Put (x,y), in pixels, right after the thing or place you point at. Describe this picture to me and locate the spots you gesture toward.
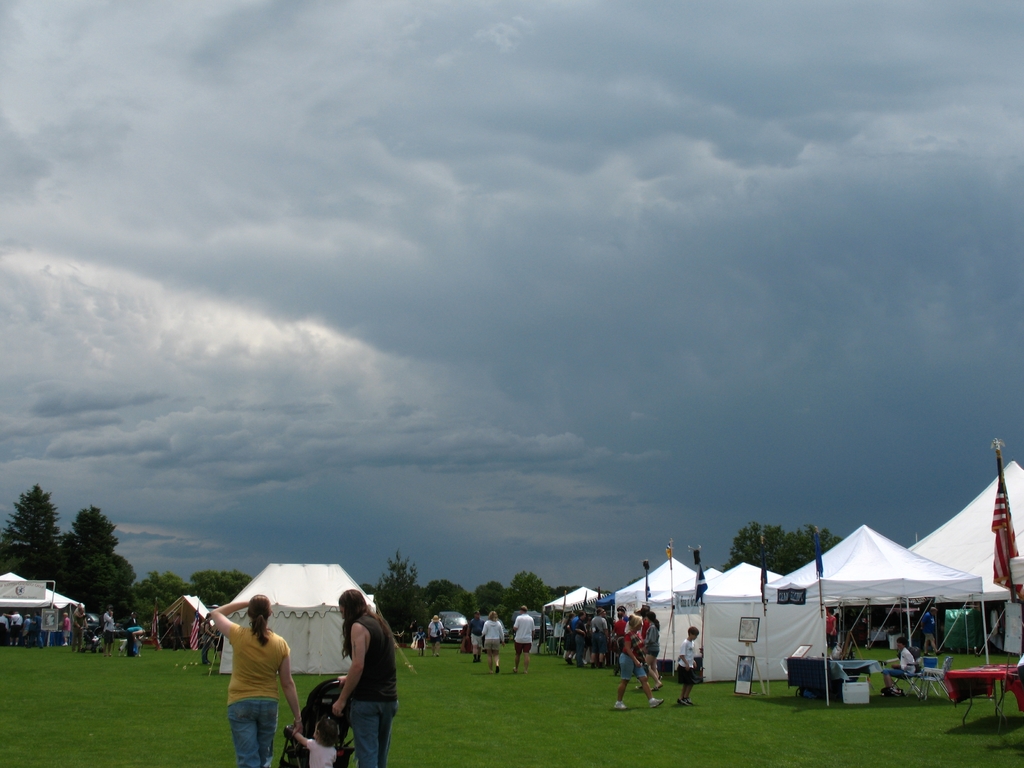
In this picture I can see the grass (774,735), on which there are number of people (362,634), tents (667,651) and few flags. On the right side of this picture (846,659) I can see the tables (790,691) and chairs (935,691). In the background (98,608) I can see few cars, number of trees (235,572) and the cloudy sky (580,361).
